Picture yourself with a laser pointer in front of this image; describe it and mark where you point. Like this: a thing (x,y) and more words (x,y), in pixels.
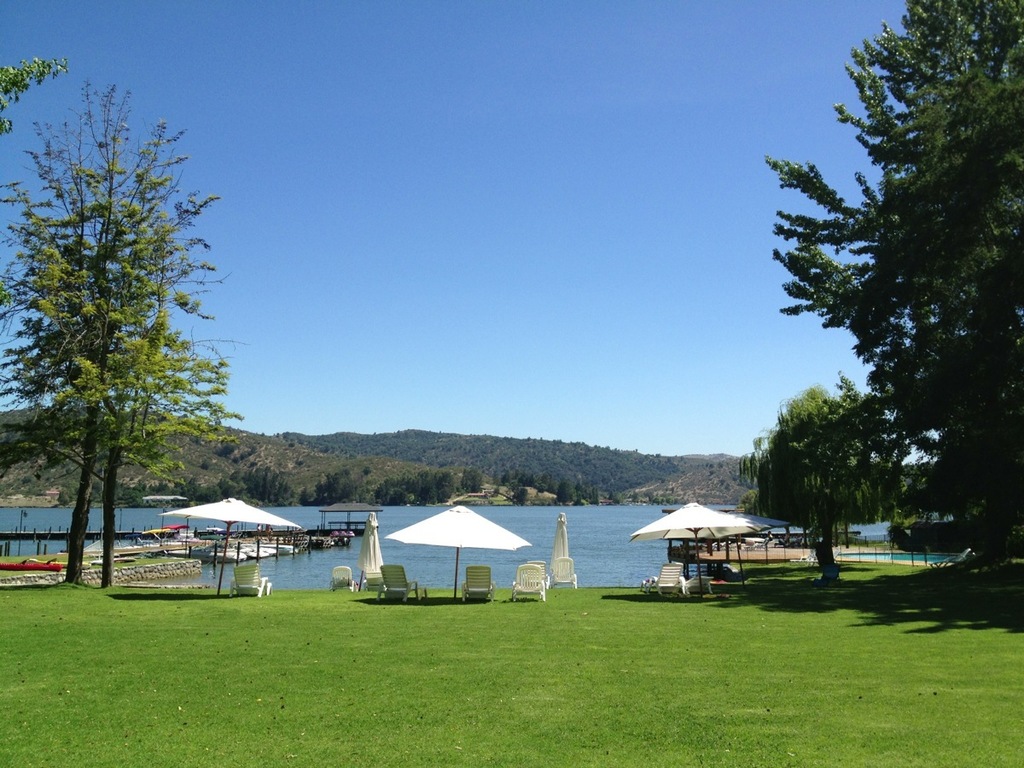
This image is taken outdoors. At the bottom of the image (77,704) there is a ground (68,653) with grass (289,645) on it. At the top of the image (292,103) there is a sky (341,203). In the background (685,474) there are a few hills (224,462) and there are many trees (239,481) and plants (632,474). In the middle of the image (541,507) there is a lake (594,551) with water (318,560). There are a few trees (114,520) and there are a few umbrellas (705,522) and resting chairs (483,582) on the ground (850,584).
